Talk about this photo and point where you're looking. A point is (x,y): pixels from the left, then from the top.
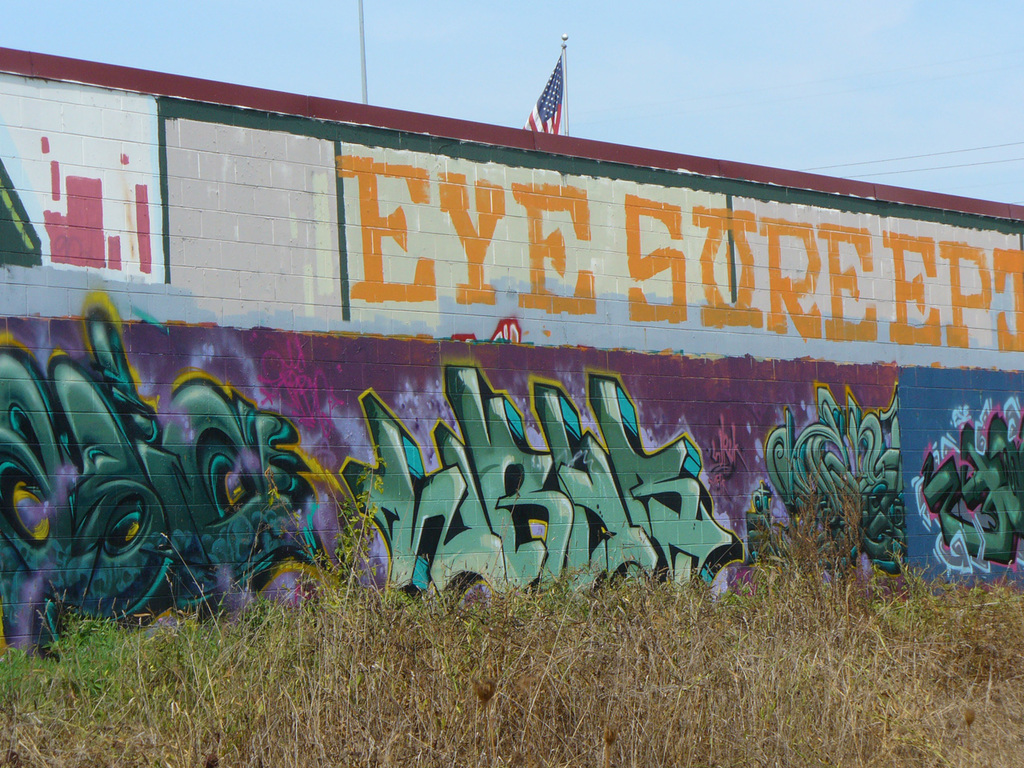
In this image there is a wall (79,394) on which there is a graffiti painting (533,409). At the bottom of the image (433,661) there is grass (590,653). At the top of the image (564,31) there is a sky (572,66) and flag (546,97).
